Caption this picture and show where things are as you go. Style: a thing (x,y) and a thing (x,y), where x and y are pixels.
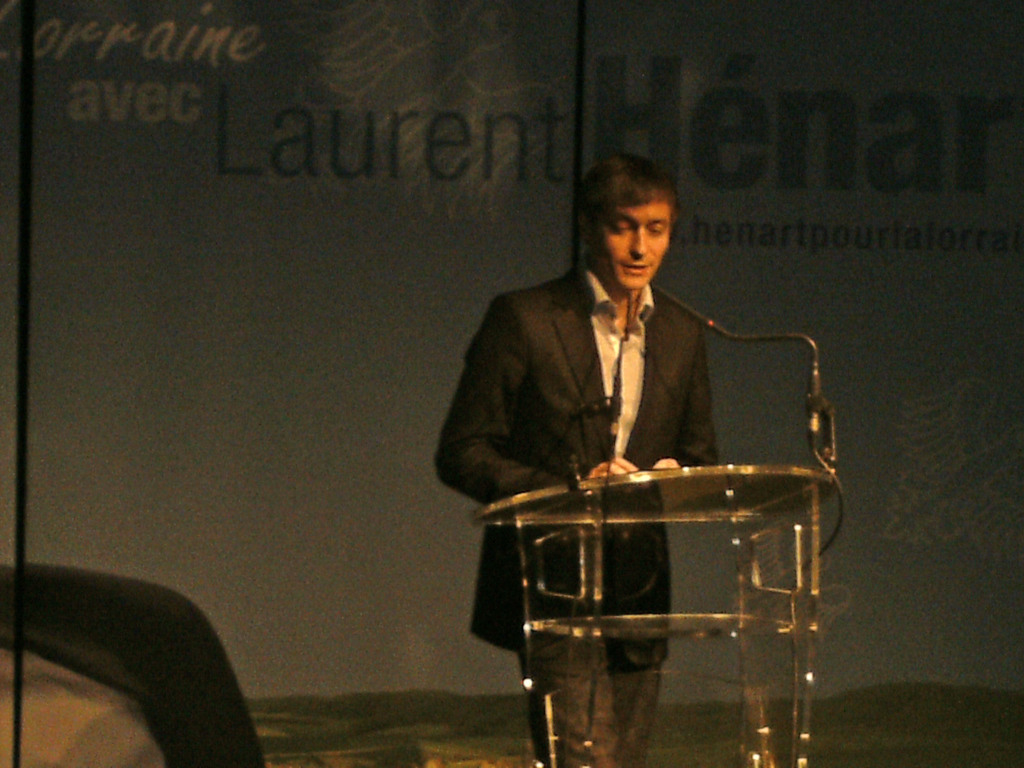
In this image, we can see a person (640,366) wearing clothes (588,393) and standing in front of the podium (599,490). There is a text (643,74) at the top of the image (782,151).
